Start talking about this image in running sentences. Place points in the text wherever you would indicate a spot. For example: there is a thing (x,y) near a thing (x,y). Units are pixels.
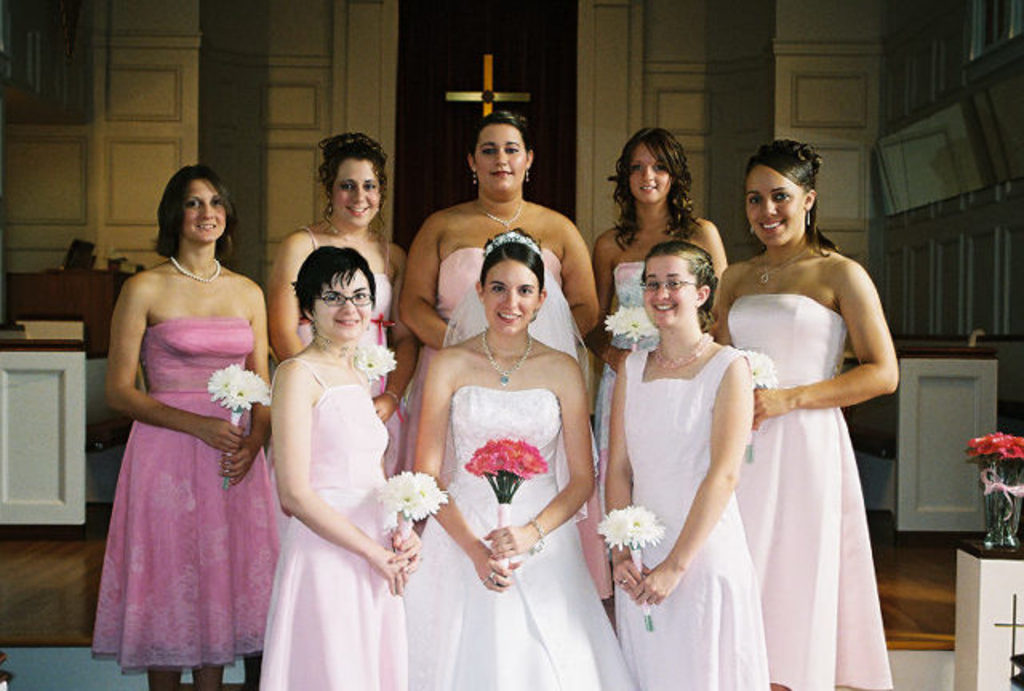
In the middle of the image (660,236) few women (759,592) are standing and smiling and holding some flowers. Behind them there are some tables (999,581) and wall (226,66).
